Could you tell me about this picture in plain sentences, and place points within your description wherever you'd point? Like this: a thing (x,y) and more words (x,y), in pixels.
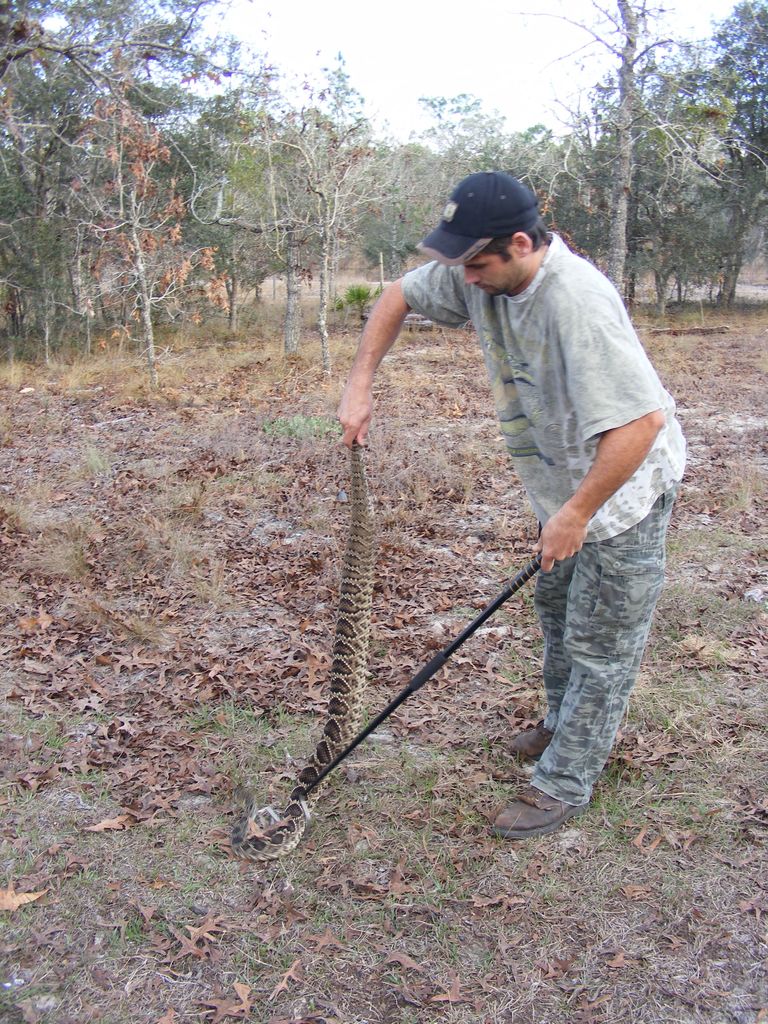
In this image we can see a person (481,274) holding a snake (304,784), and a stick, there are trees (628,27), leaves (461,383) on the ground (440,452), also we can see the sky (530,41).
